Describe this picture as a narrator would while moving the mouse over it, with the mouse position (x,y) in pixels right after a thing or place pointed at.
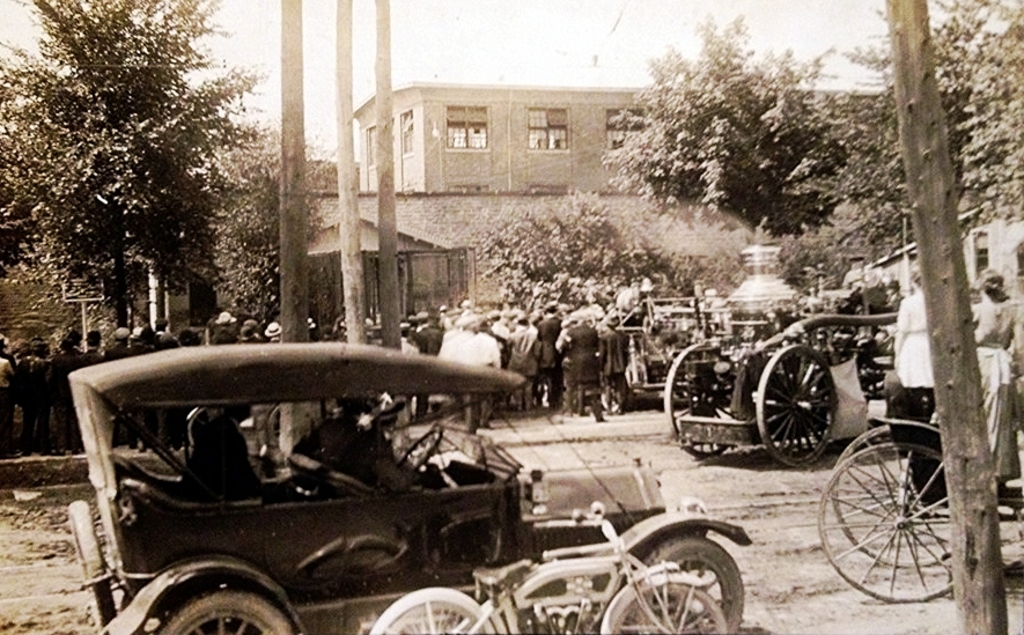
This is a black and white picture. In this picture, we see a jeep (495,524), bicycles (619,547), cart (837,481) and a vehicle (849,389). In the middle (357,316), we see the poles (356,298) and we see the people (173,334) are standing. On the right side (979,622), we see a wooden pole (937,261), a wall (977,227) and the trees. In the background (908,246), we see the trees (226,198) and a building (514,173). At the top (481,56), we see the sky (526,56).
